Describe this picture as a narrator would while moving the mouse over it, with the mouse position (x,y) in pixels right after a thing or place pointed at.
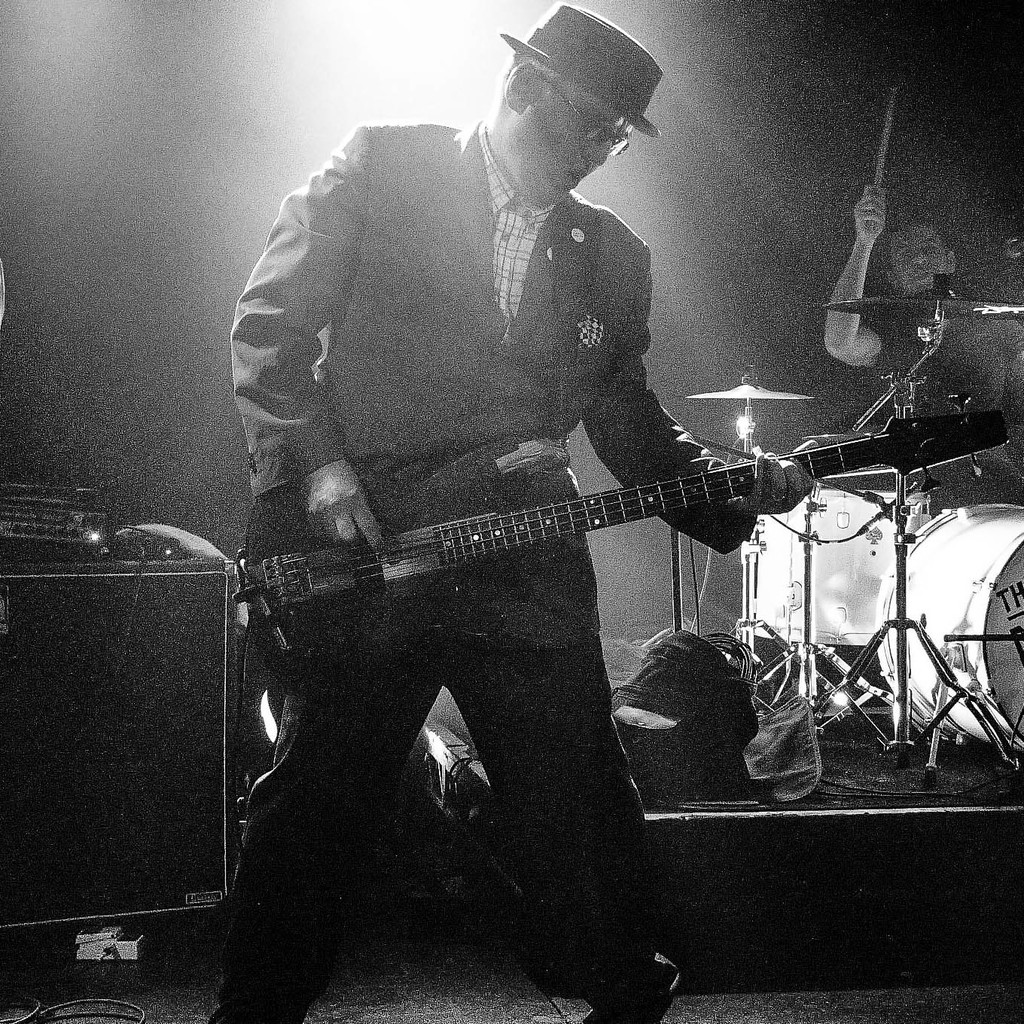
In this picture we can see a man (491,452) standing and playing a guitar (454,548), he wore a cap (544,28), in the background (768,610) there are two drums (862,590) and cymbals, we can see a person (964,376) here, there is a stick (883,164) in his hand (862,205).
